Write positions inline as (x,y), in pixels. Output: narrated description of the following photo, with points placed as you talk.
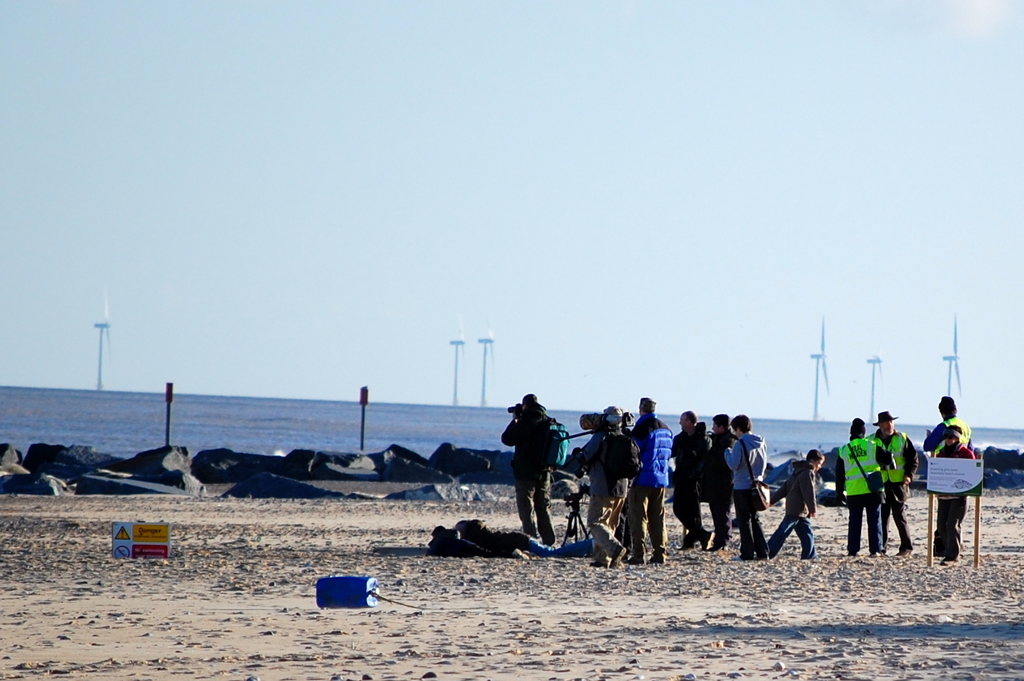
In the picture we can see a sand surface (19,613) on it we can see some people (855,420) are standing with cameras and holding bags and on the surface (37,612) we can see a tripod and some bags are placed on it and some far away from it we can see rocks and behind it we can see water surface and far away from it we can see windmills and sky (589,348).
